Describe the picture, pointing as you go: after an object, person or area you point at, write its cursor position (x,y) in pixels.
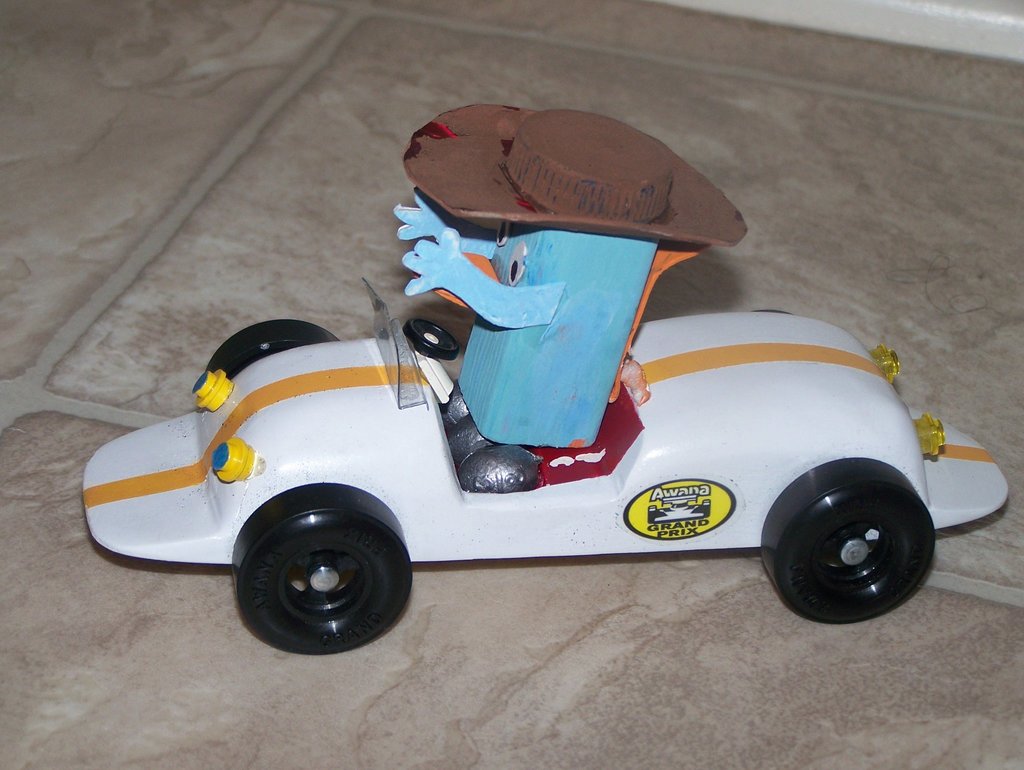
In the foreground of this picture (567,319), there is a cardboard toy (552,281) on a white car (559,506) on the surface (168,332).
